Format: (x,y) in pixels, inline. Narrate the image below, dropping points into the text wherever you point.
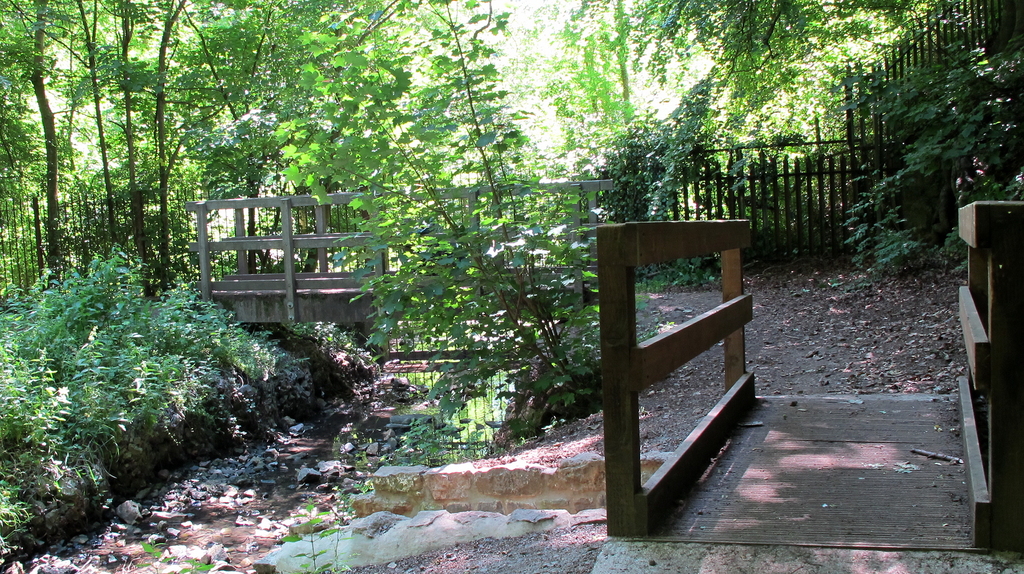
In the right bottom of the picture (913,474), we see a wooden bridge (806,432). Beside that, we see water (419,398) and trees (327,160). There are many trees (450,164) in the background (649,129). We even see a bridge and beside that, we see an iron railing (804,143). This picture might be clicked in the garden (383,284).
